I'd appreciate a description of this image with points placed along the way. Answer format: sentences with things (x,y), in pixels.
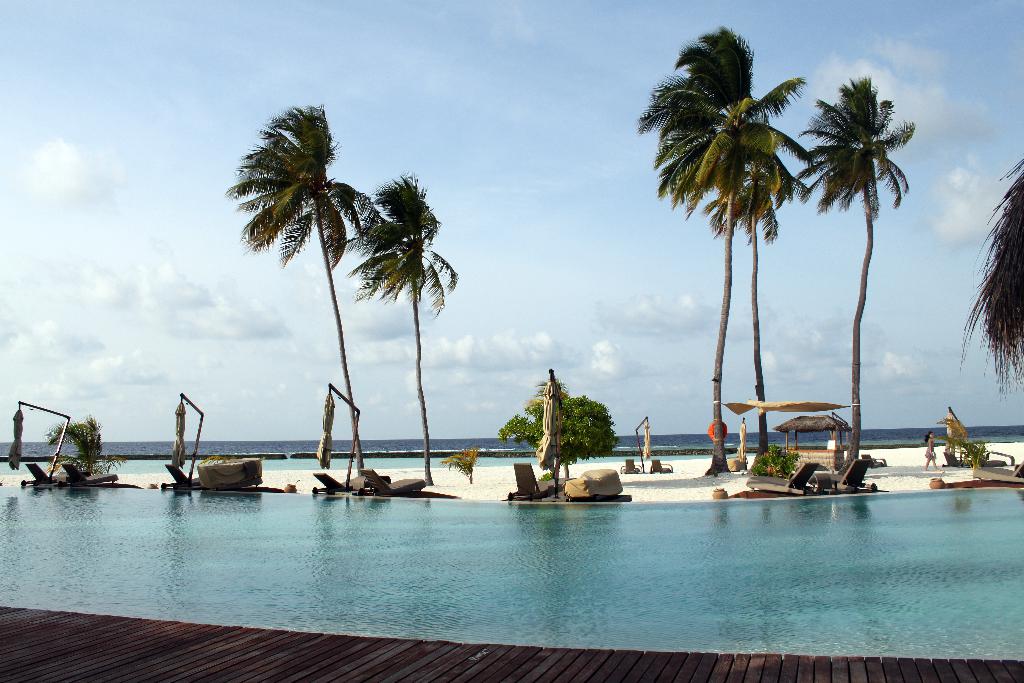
There is water (822,654), beach chairs (527,485), trees (595,455) and water (291,442) at the back (389,445).
